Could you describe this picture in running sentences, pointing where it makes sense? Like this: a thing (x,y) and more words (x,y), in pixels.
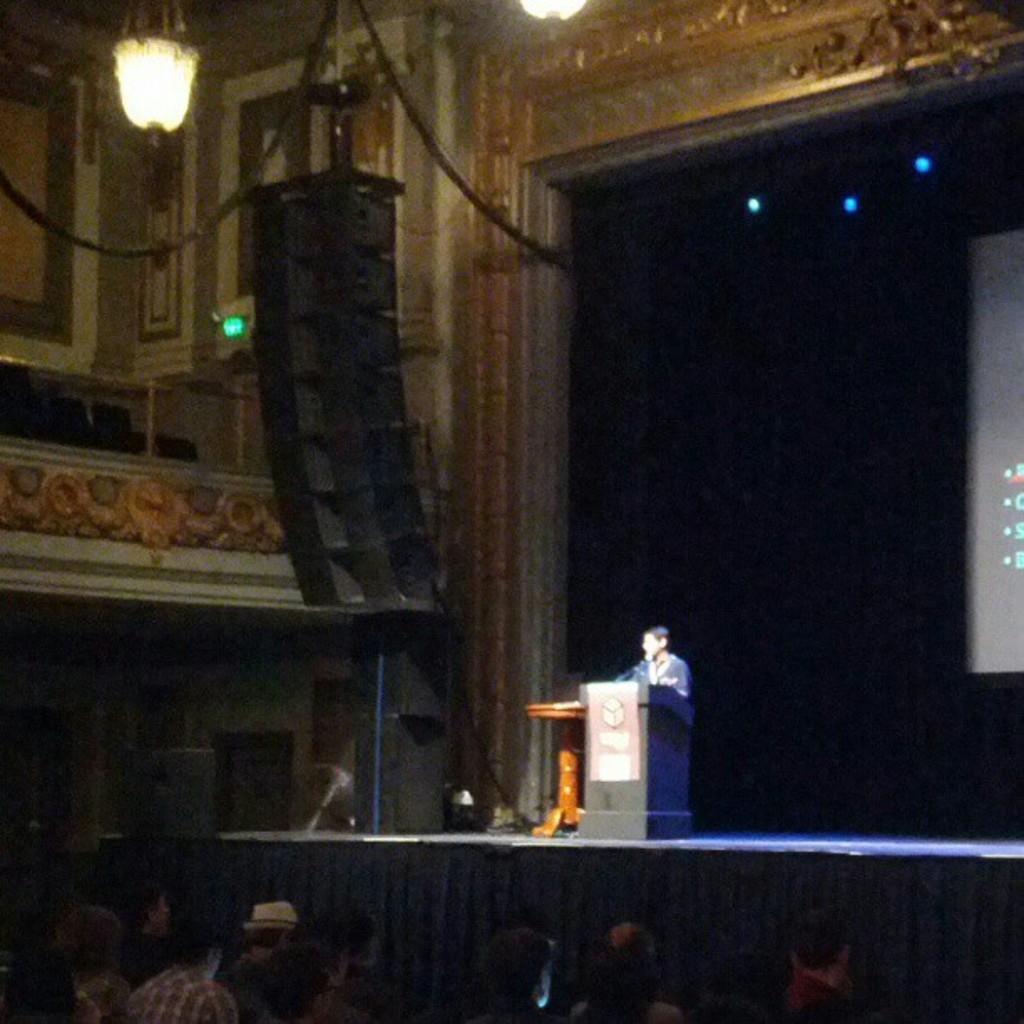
In this image we can see a person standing on a stage (609,851) and there is a podium (676,777) with mic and in the background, there is a screen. We can see some people (608,941) sitting and the room (359,677) looks like a auditorium (359,677) and we can see lights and speakers (343,315).
